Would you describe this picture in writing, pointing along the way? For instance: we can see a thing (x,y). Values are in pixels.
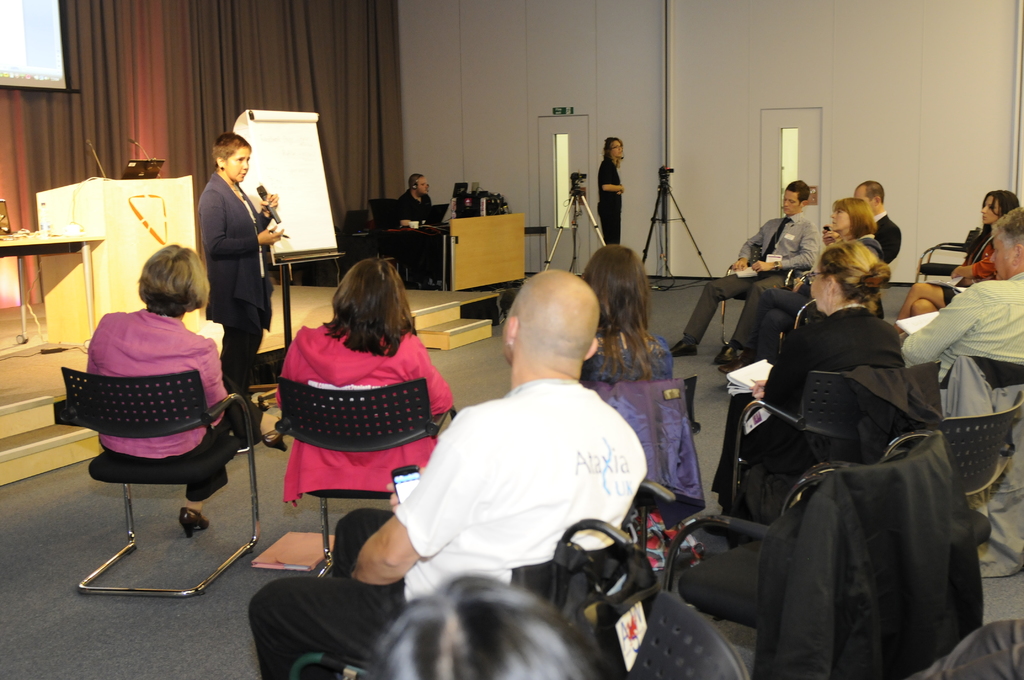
so many people (324,645) sitting on a chair (716,605) behind there is a woman (263,215) speaking on the microphone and two cameras (672,172) on the stand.
